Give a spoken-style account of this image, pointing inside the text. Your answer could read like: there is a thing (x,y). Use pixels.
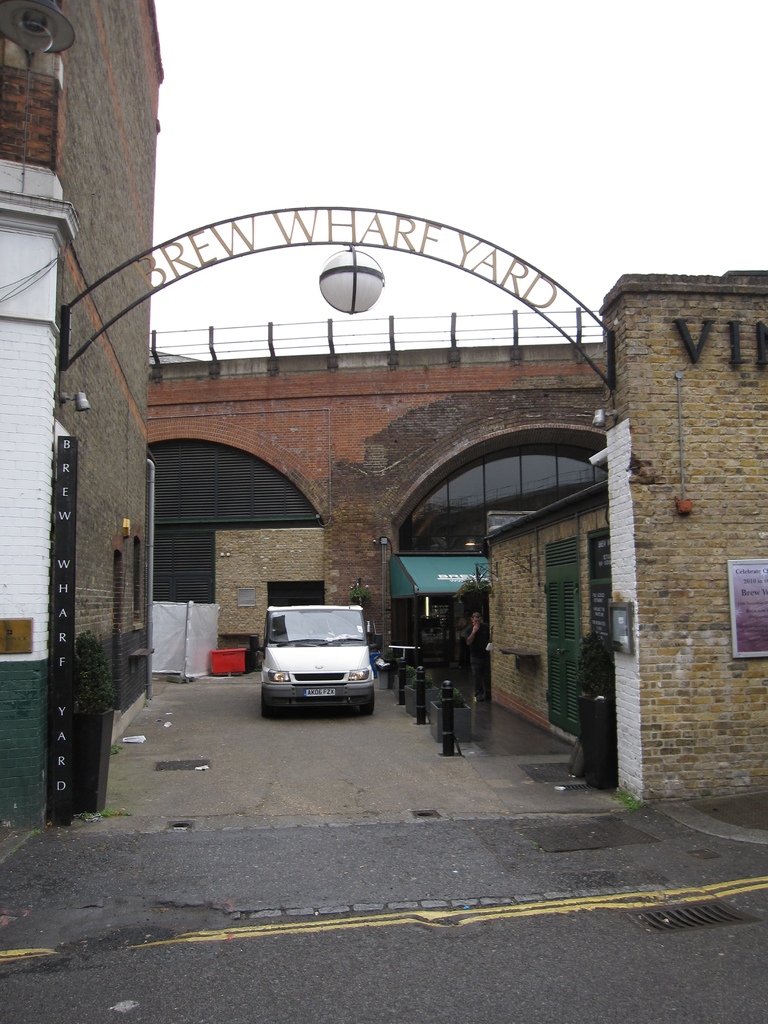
In this picture we can see a car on the road (113,913) and in the background (575,103) we can see a building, sky (554,114).
